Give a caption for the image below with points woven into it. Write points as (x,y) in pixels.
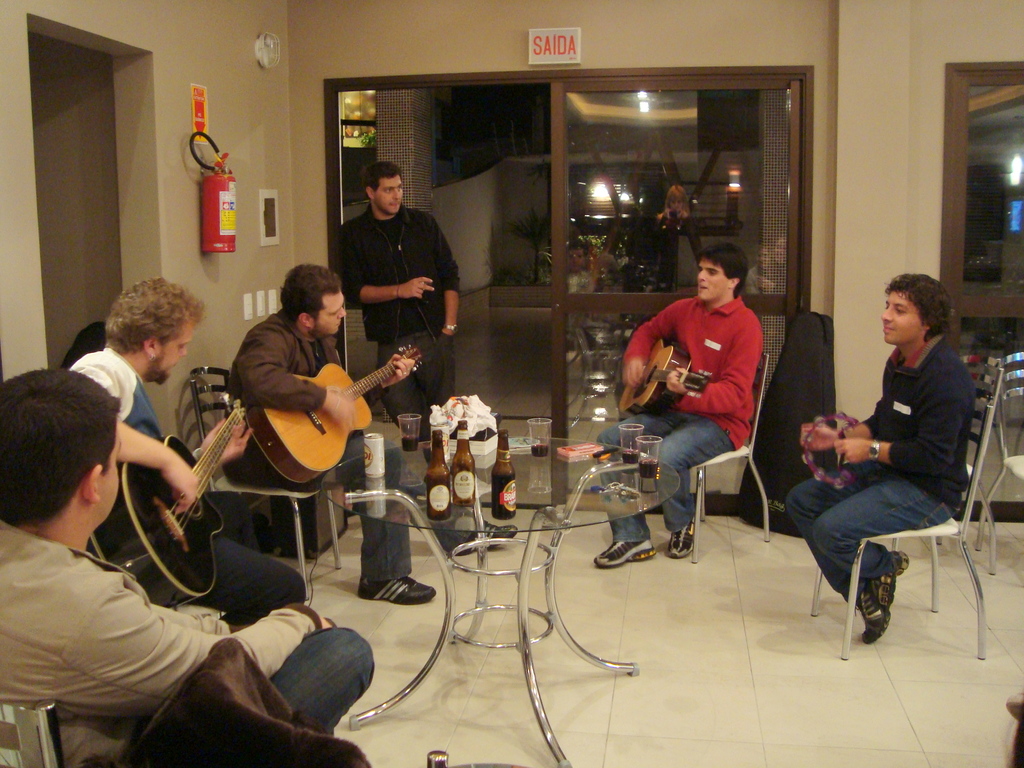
In this image I can see number of people (933,285) sitting on chairs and one is standing. I can also see four of them are playing musical instruments (342,444). Here on table (394,504) I can see number of glasses (656,462) and bottles (466,442).
